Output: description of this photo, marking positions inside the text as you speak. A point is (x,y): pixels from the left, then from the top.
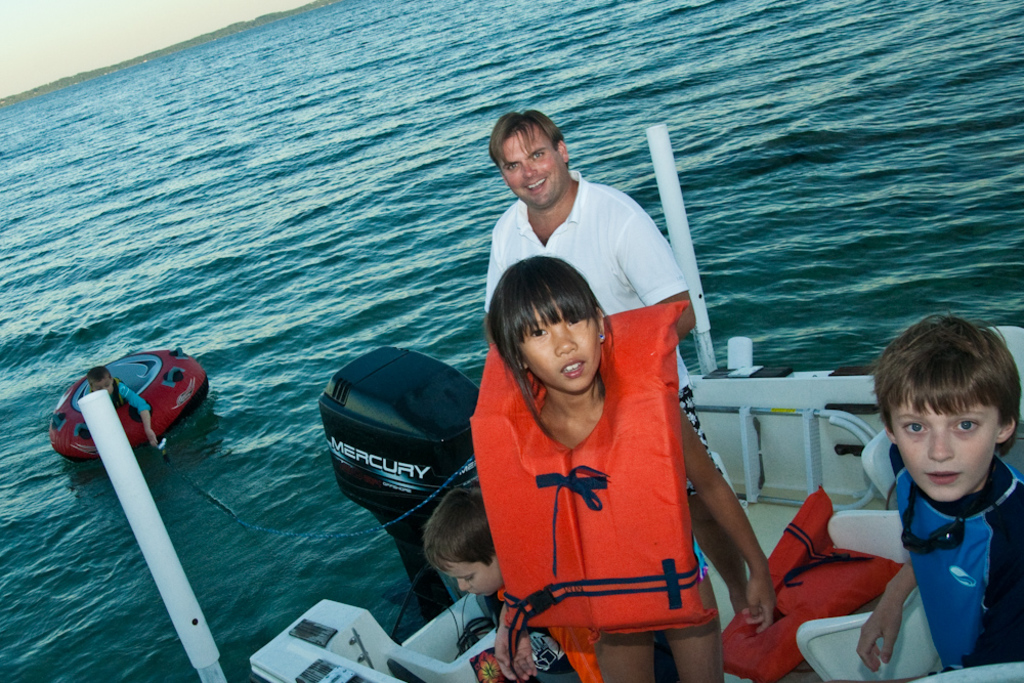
In this picture there are two persons (575,196) standing and smiling and there are two persons (901,351) sitting on the boat (783,440). At back (163,408) there is a person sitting on the tube (204,398). At the bottom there is water (199,129). At the back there are trees (86,72). At the top (130,44) there is sky (88,30).
